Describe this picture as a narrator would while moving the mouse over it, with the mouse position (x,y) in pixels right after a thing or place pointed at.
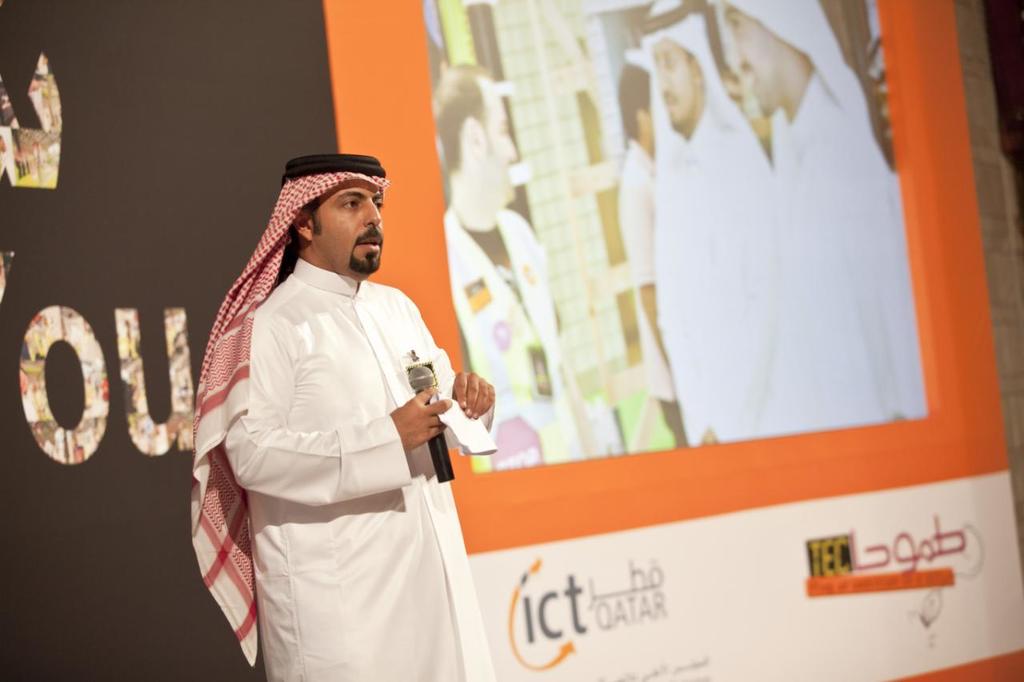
In this image, we can see a man (333,524) standing and holding a microphone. In the background (501,290), we can see two posters (261,58).
